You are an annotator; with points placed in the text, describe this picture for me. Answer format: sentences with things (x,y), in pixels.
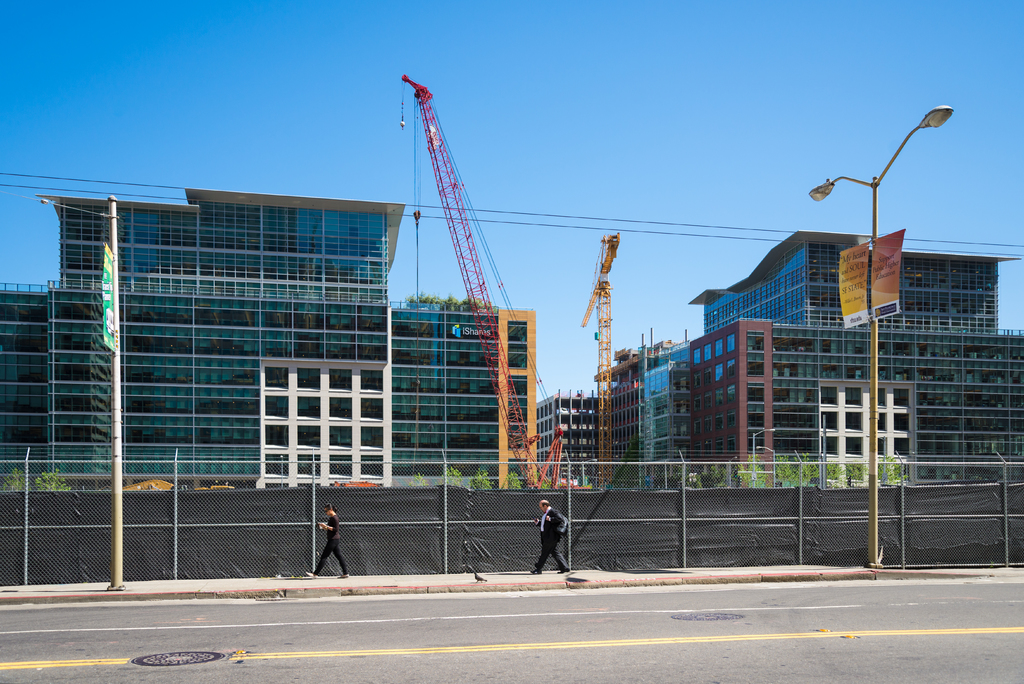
In this picture I can see the road (414,641), few people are walking side of the road (401,590), fencing (246,511) with some constructing buildings (581,443).
